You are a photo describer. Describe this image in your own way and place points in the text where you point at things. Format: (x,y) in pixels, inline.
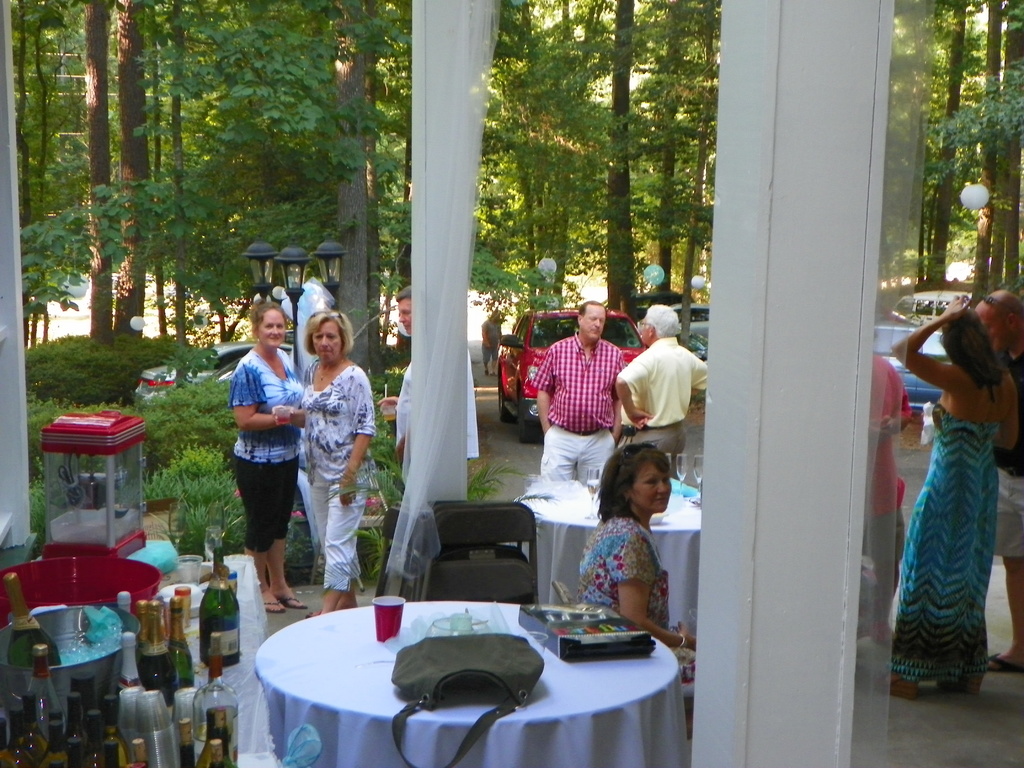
In the foreground of the picture (627,483) there is a glass door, outside the door (779,661) there are tables (558,503), chairs (523,523), people (608,478), bag (425,649), glasses (394,614), bottles (145,654) boxes (129,528) and other objects (61,507). In the center of the picture (592,397) there are plants (168,462), lights (337,265), cars (511,347) and people (651,317). At the top (302,159) there are trees (954,199).
